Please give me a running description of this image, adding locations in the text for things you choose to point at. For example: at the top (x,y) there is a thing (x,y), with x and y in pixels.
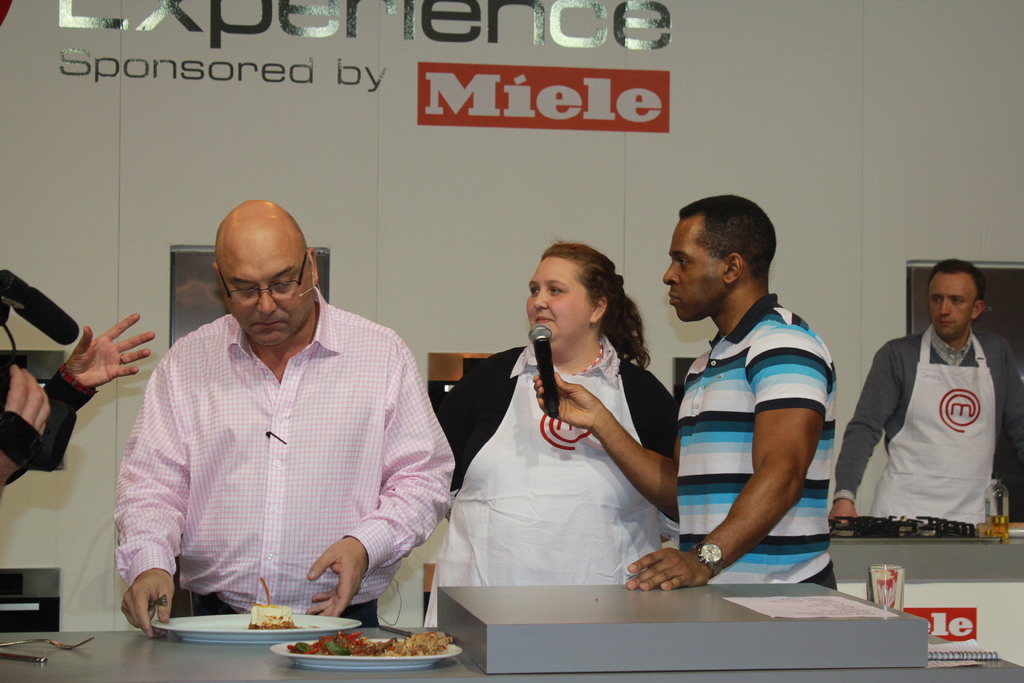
In this image I can see group of people (724,427) standing. The person (544,461) in front (556,479) wearing white color apron (591,475) and the person (679,456) at right (714,447) holding a microphone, in front (225,628) I can see food (330,653) in the plate (355,660) and the plate (377,668) is in white color. Background (269,139) I can see a board (483,173) in white color.
